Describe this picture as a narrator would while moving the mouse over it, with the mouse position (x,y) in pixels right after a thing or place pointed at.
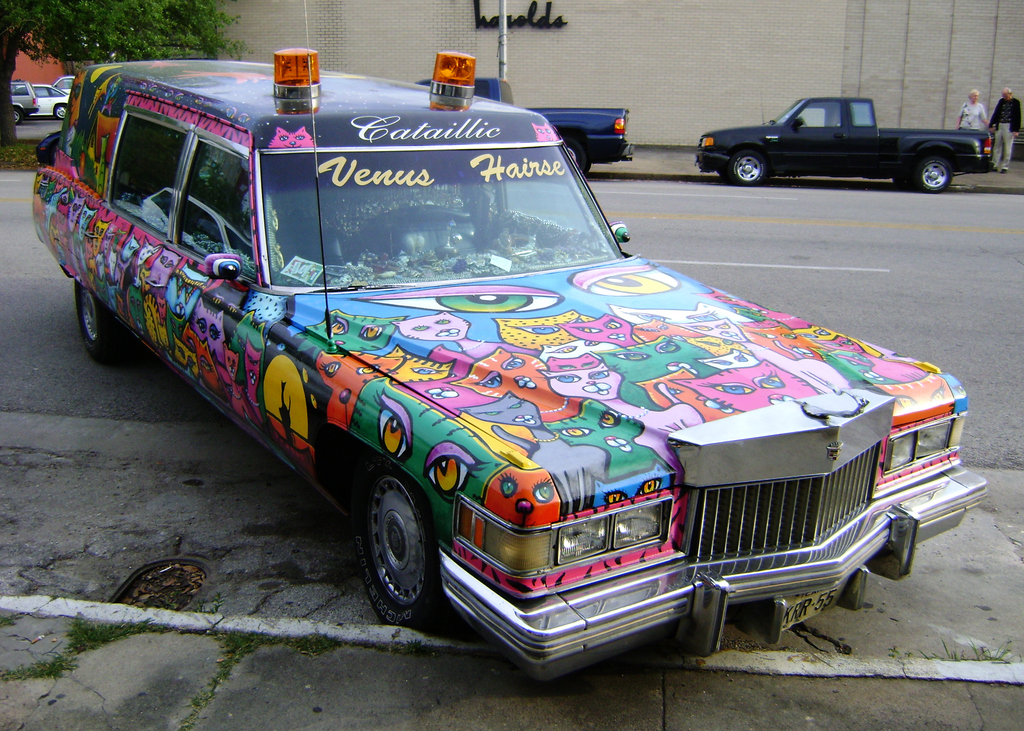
In this image I can see a car (509,370) with different cartoon pictures (556,402) on it. On the left side (106,38) there is a tree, at the top (605,75) it is a building (664,48). On the right side (999,124) 2 persons (981,122) are walking.
